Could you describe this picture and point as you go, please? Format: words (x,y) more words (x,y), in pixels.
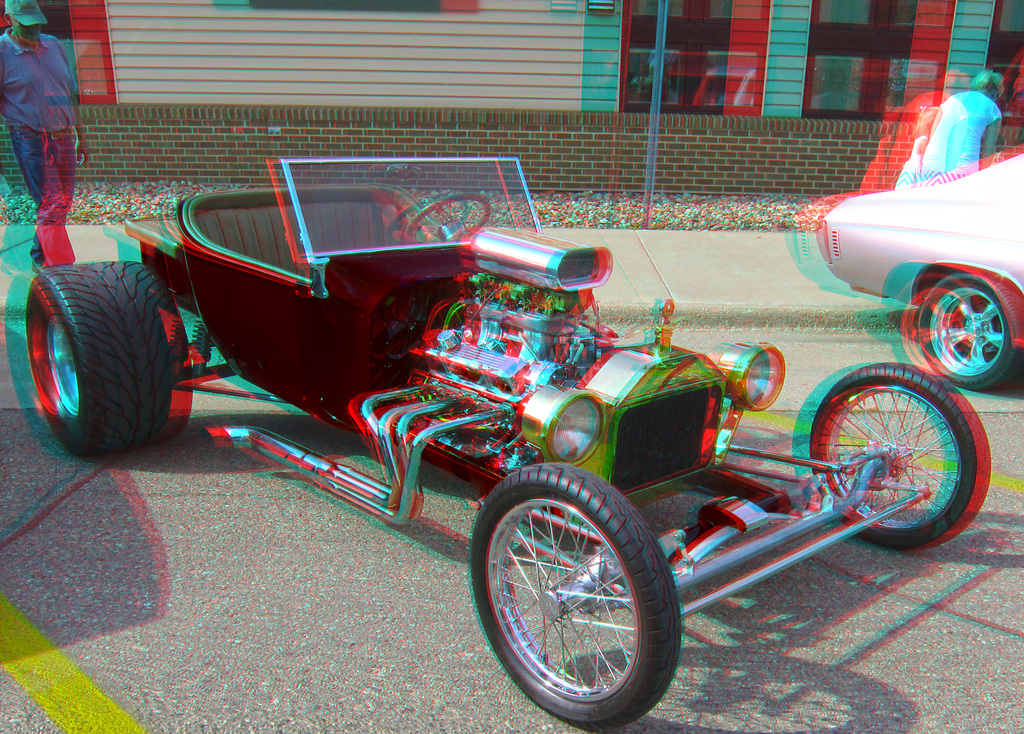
This looks like an edited image. I think this is an antique car (342,321). I can see two people (970,127) standing. This looks like a building (329,65) with windows (714,56). Here is a pole (657,67). On the right side of the image (857,234). I can see another car (972,304), which is parked.
